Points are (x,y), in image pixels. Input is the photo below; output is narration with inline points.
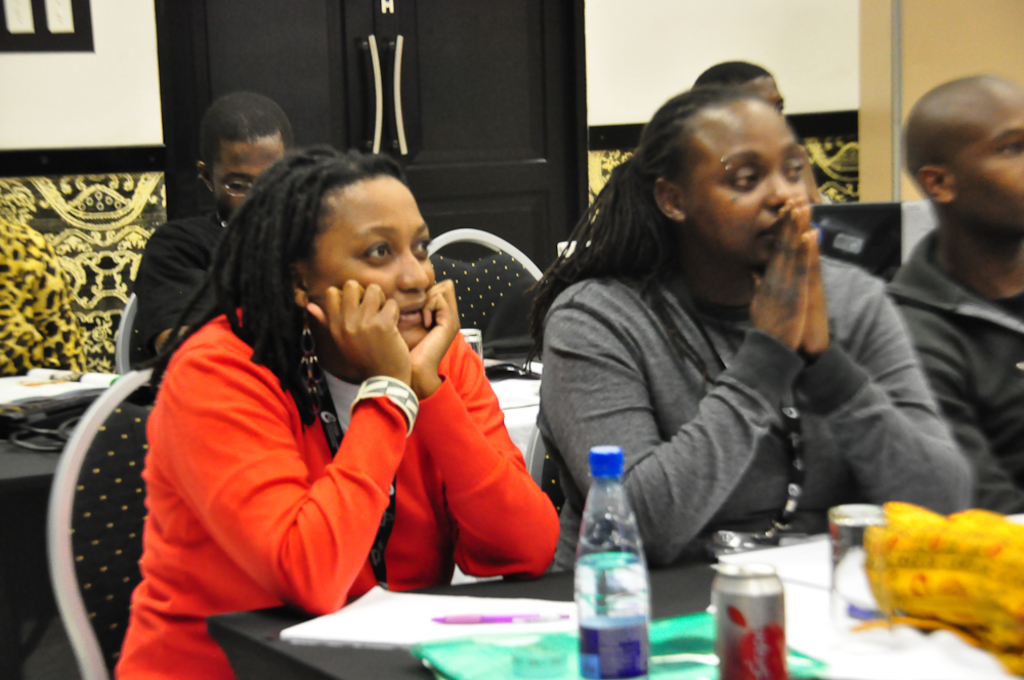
In the image we can see there are people (214,243) sitting on chair (140,466) and on table (688,596) there is a water bottle (617,623), cold drink can (750,596), papers (411,629) and pen (474,618).
